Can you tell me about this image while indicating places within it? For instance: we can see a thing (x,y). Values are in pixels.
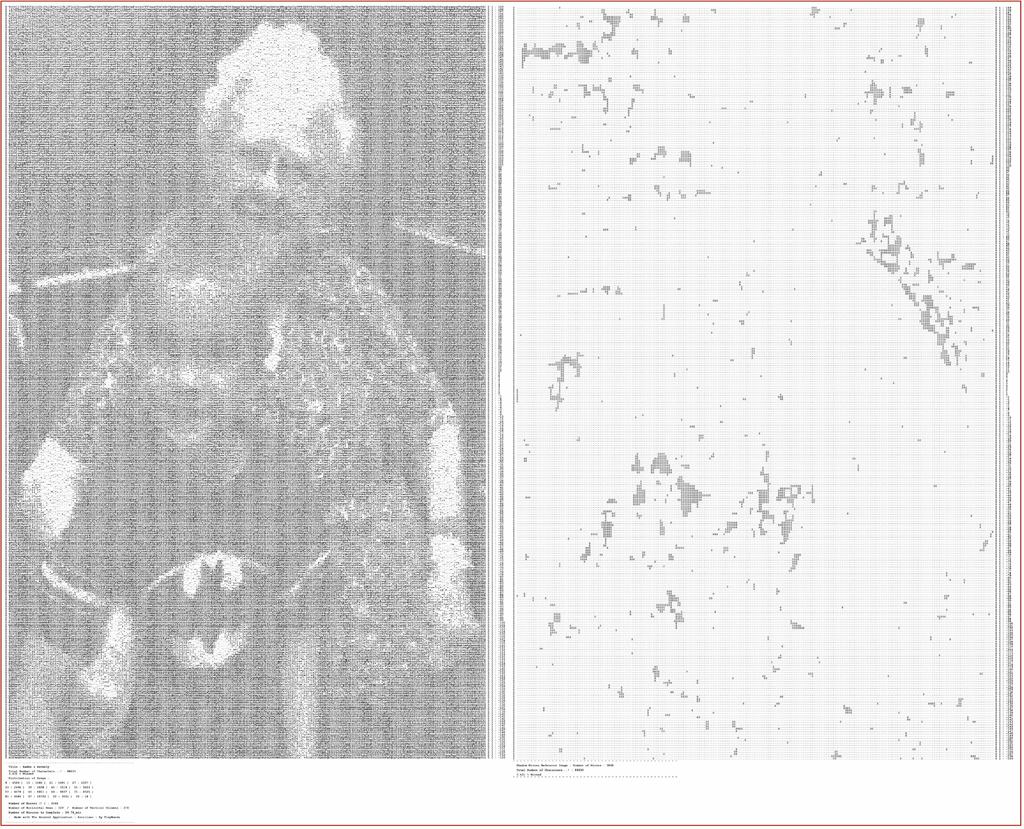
This is a collage image. This is a black and white image. On the left side of the image (200,379) we can see two people (351,372). On the right side of the image (788,323) we can see white surface (563,500). At the bottom of the image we can see the text (80,780).
